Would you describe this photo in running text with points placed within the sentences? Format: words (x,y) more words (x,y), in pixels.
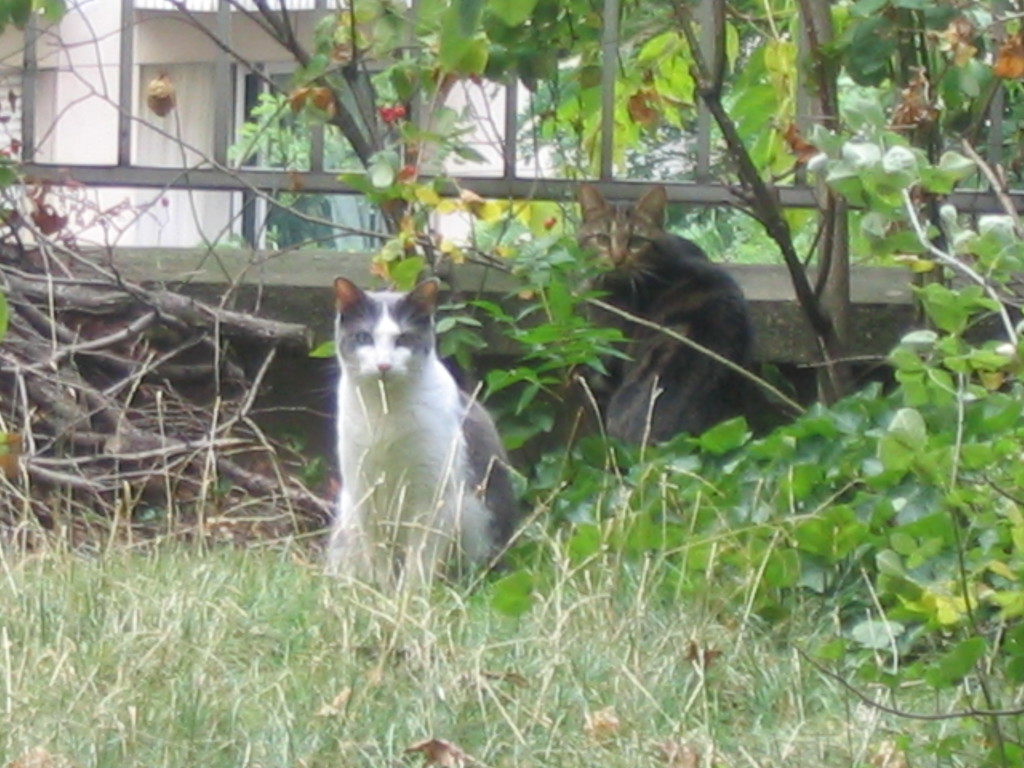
In this image there is grass (407,676) at the bottom (396,635). There are animals (343,452) in the foreground (492,421). There are dry branches (130,389) and stems (89,346) on the left corner (102,364). There are plants (901,216) on the right corner (1023,564). There is a metal fence (966,200), there is a building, there are trees (581,86) in the background (539,106).
